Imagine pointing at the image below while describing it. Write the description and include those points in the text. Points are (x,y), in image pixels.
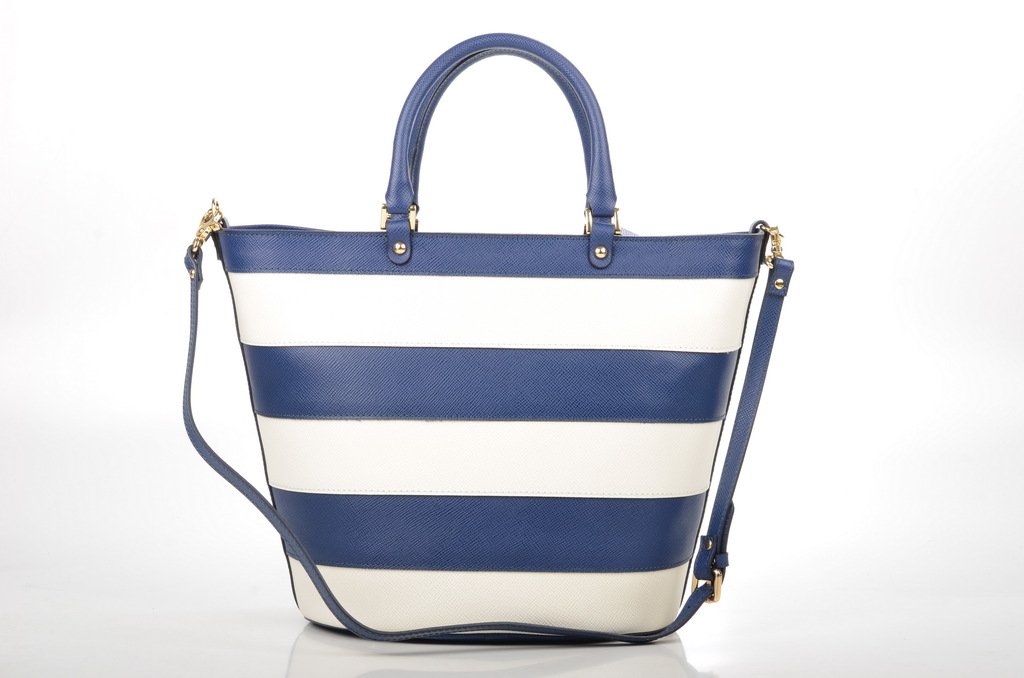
In the center (506,284) we can see handbag (349,354) which is in white and blue color.
